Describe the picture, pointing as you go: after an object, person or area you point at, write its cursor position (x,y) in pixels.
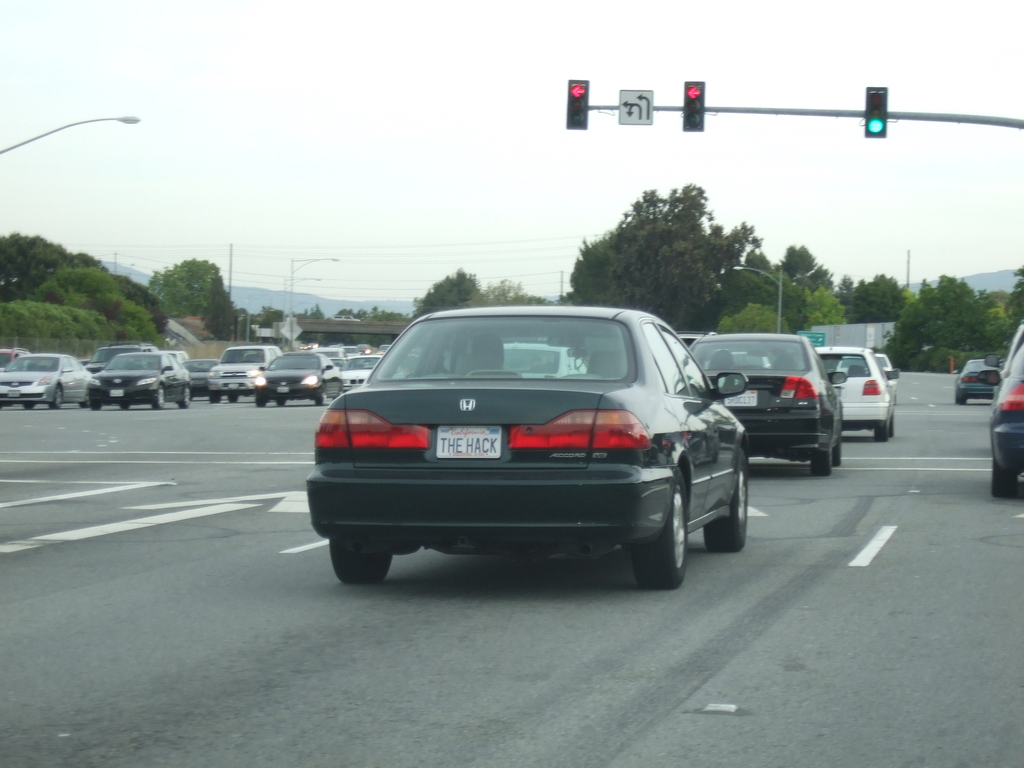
In this image we can see a road (45,653). On which there are many vehicles (59,375). In the background of the image (653,259) there are trees (188,282), electric poles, sky (343,280). To the right side of the image (1012,119) there is a traffic signal (700,98).
